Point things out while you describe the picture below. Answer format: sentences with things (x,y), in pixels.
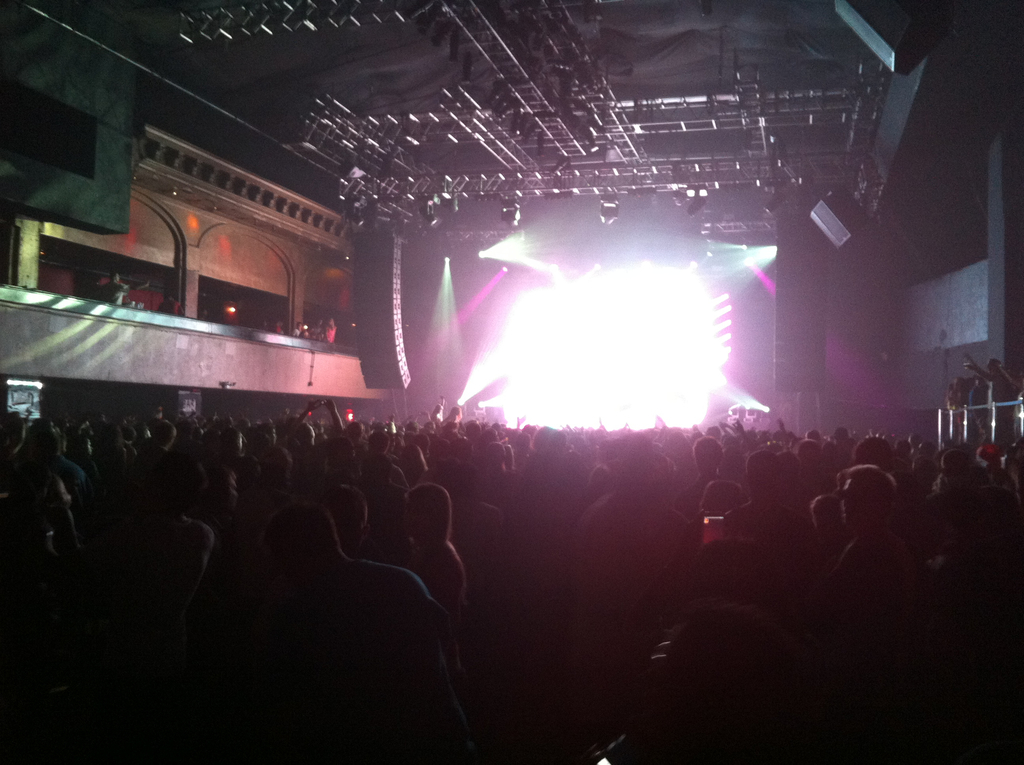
In front of the image there are people (540,560). On the right side of the image (1001,377) there are a few people (954,398) standing by holding the railing (963,425). On the left side of the image (330,340) there are people (329,326) standing inside the building (218,240). In the background of the image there is a screen (578,397). There are speakers (818,341). At the top of the image (548,90) there is a roof (816,42) supported by metal rods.
